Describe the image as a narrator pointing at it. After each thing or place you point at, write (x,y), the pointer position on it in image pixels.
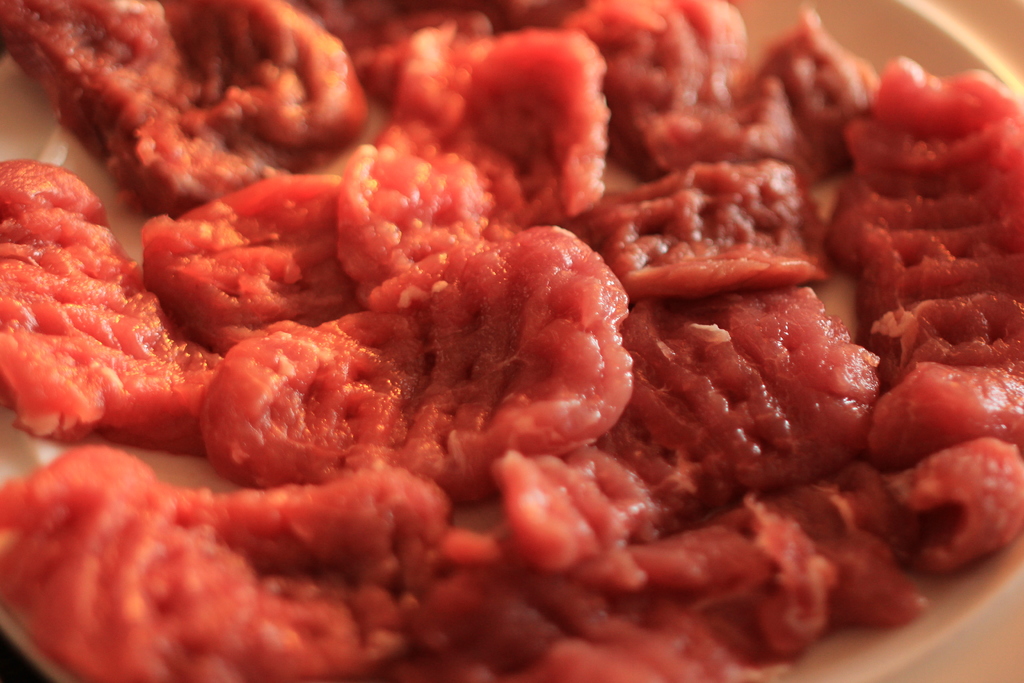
There is a plate (91,172) with some pieces of meat (480,367).
